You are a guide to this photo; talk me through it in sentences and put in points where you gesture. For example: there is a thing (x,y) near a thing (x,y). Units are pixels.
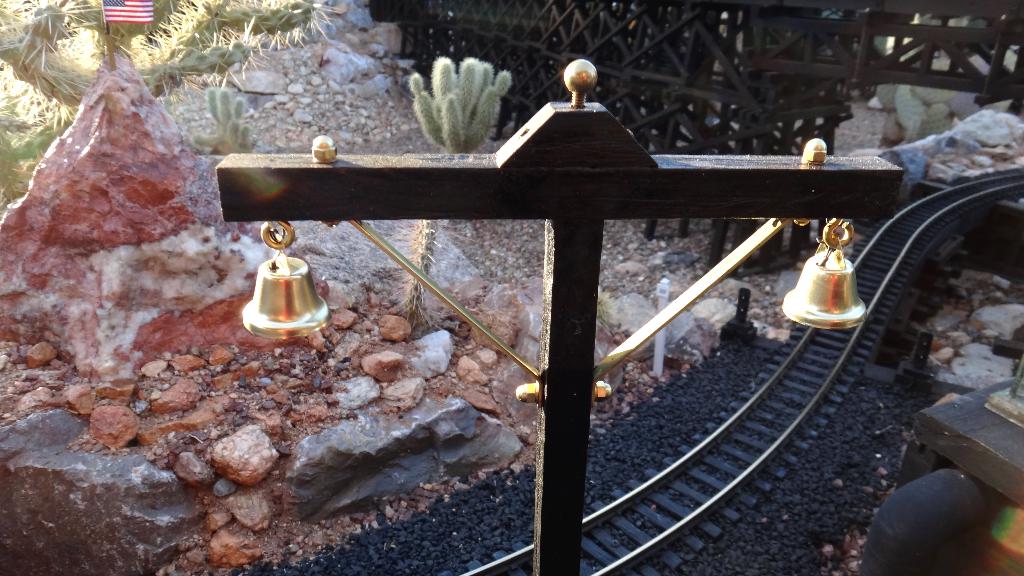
In the picture I can see a wooden stand (598,213) which has a bell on either sides of it and there is a railway track (619,497) below it and there are few rocks (278,78), trees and some other objects (452,29) in the background (375,59).
